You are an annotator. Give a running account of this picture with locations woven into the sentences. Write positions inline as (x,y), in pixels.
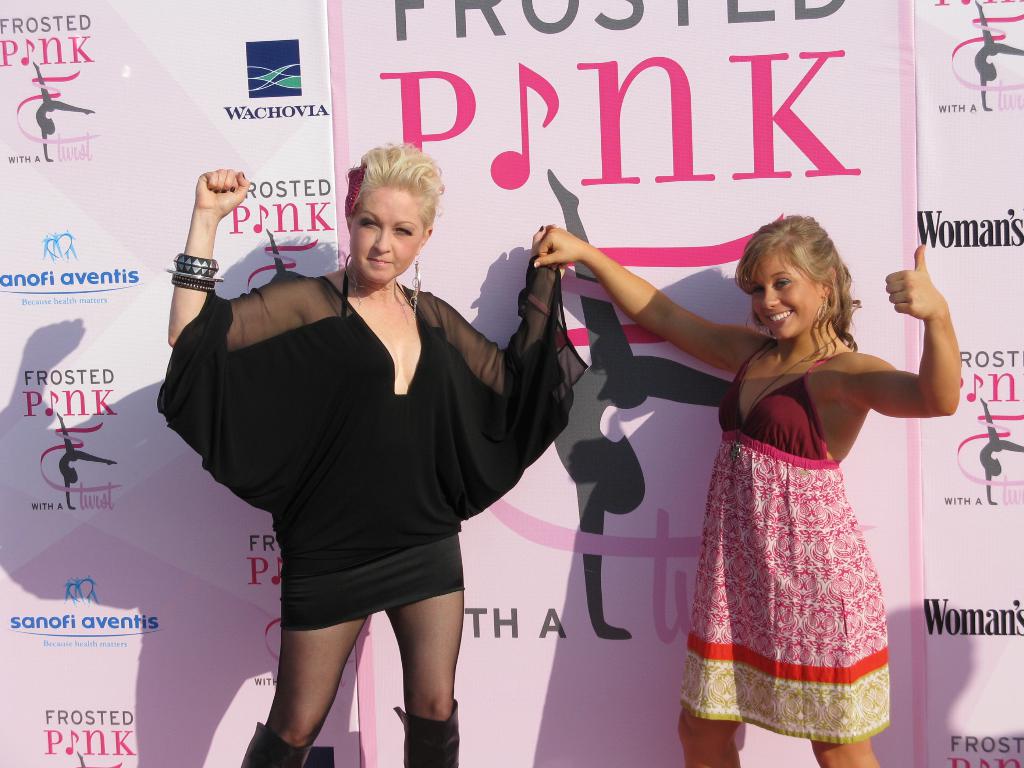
In this image we can see two persons (537,240). Behind the persons (567,252) we can see few banners (135,267). On the banners (762,164) we can see text (605,139) and logos (135,281).
